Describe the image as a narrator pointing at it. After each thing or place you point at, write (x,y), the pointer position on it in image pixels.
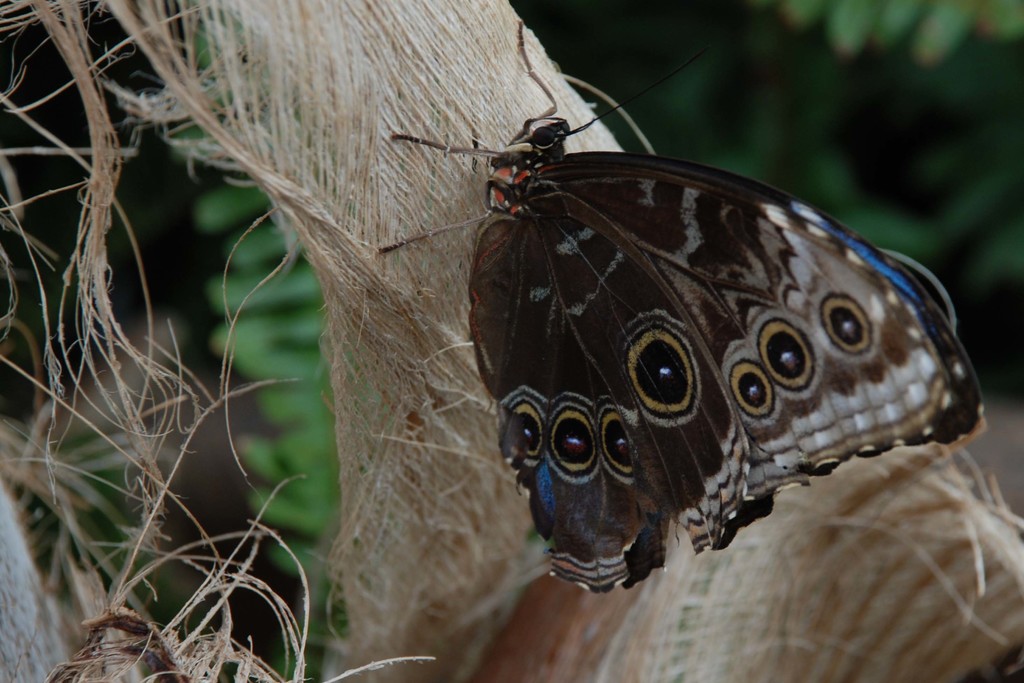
In this picture we can see a butterfly (587,334) in the front (613,333), in the background (814,174) there are some leaves (946,23), we can see a blurry background (891,100).
